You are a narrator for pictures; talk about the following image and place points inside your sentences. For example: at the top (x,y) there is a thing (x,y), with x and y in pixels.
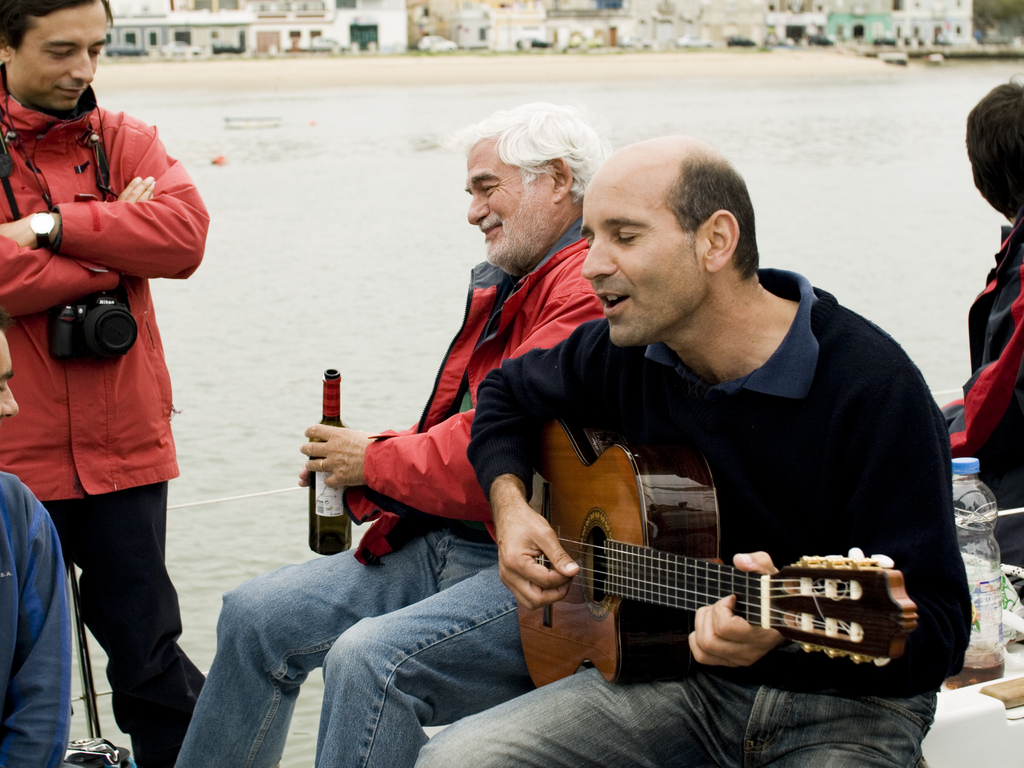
In this image, there is an outside view. There is a person (88,199) on the left side of the image (86,159) standing and wearing camera (90,320). There is a person (497,267) in the center of the image (438,421) sitting and holding a bottle (329,417) with his hand (327,431). There is an another person (508,439) beside this person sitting and playing a guitar (626,586). There is bottle (958,520) behind this person (929,529).
